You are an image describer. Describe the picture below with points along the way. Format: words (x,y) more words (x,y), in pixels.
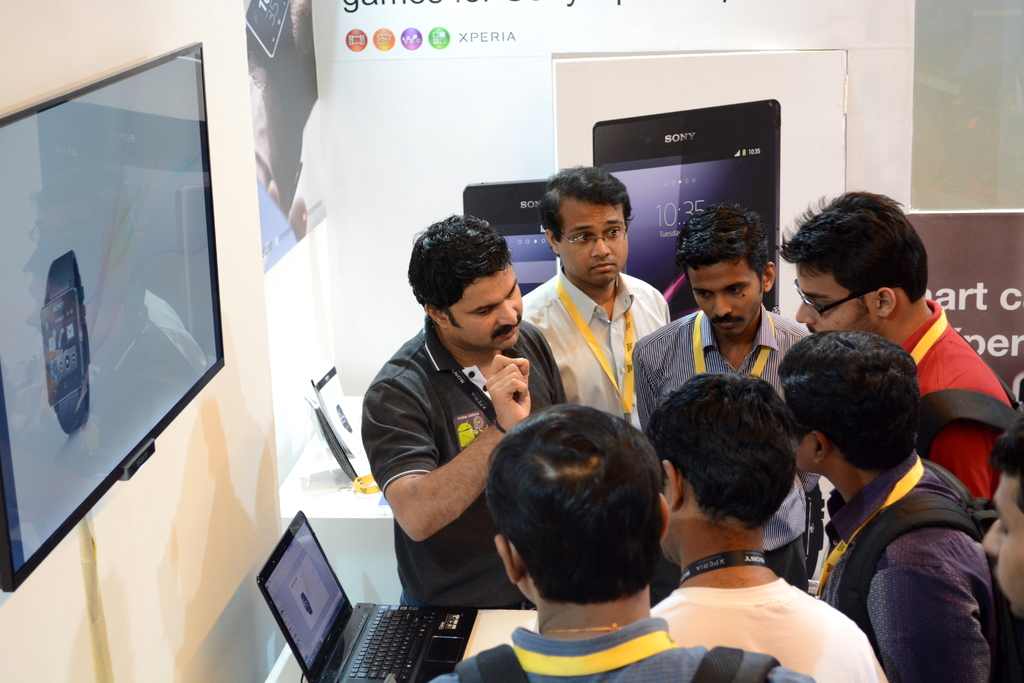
In this image a group of people (675,484) who are standing some of them are wearing bags (927,441), and one person (487,412) is talking something and there is one laptop (351,637) on the table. On the left side (180,361) there is one television (48,218) on the wall (132,534), and in the background (596,79) there are some boards (317,127). On the boards (318,123) there is some text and there are some other objects (338,448).
